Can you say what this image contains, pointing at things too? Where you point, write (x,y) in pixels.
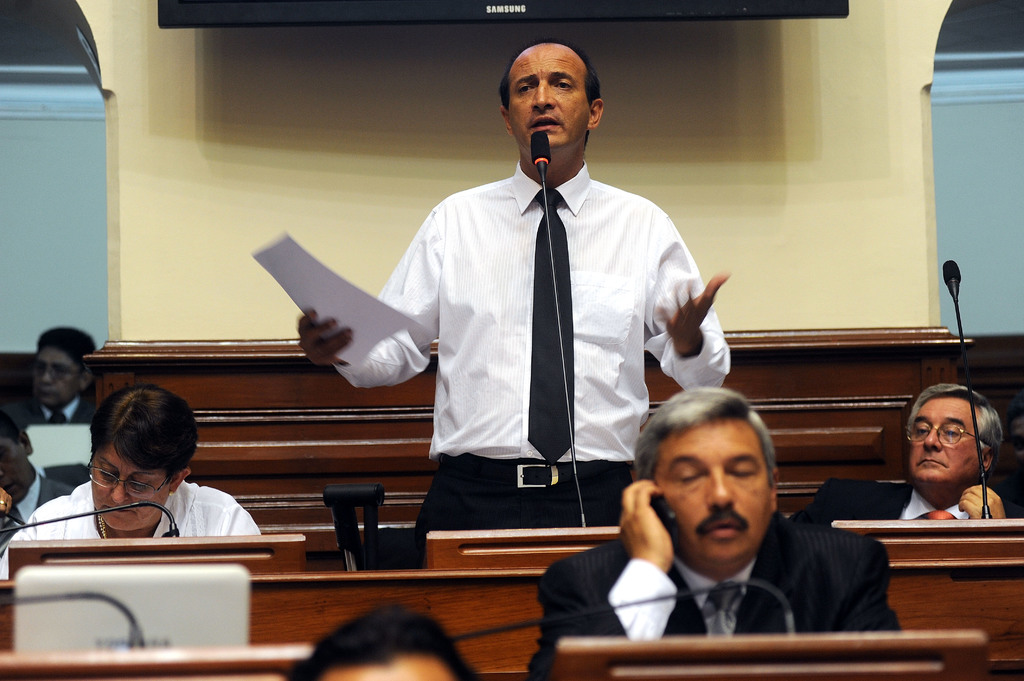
In this image there are people (413,621), benches (425,605), wall (389,211) and objects (317,11). On the tables (898,555) there is a laptop (117,629) and mics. Among them a person (547,374) is standing and holding a paper (330,280).
